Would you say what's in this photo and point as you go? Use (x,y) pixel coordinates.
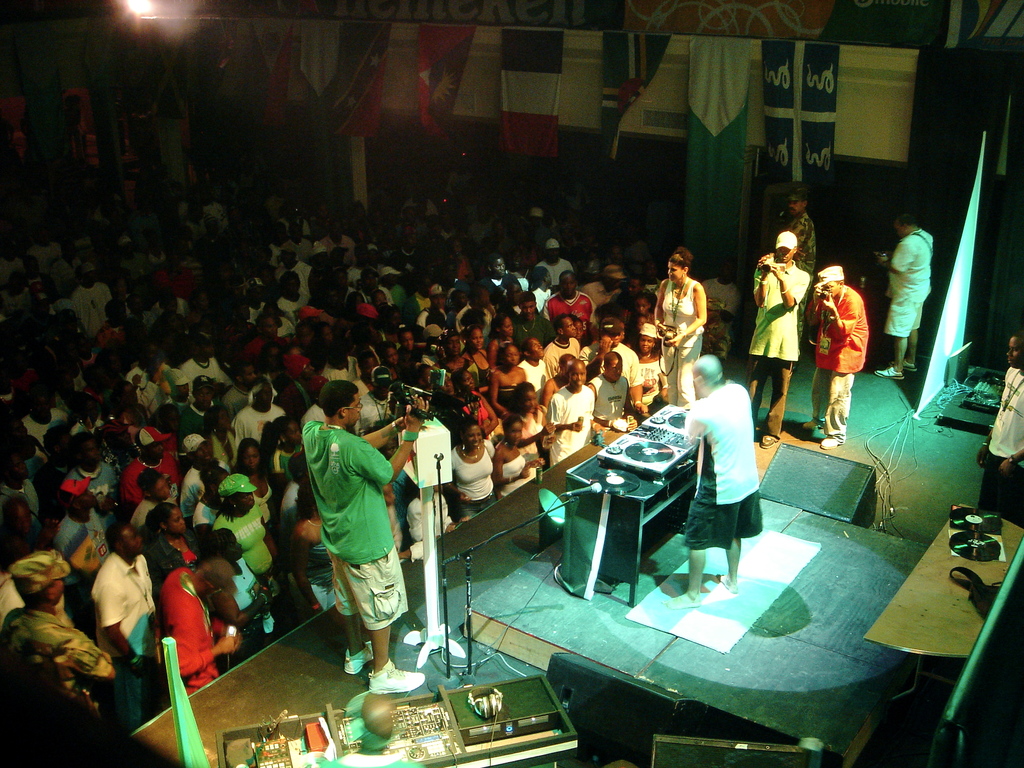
There are many people (383,390) in this room (437,335). Here on the stage (525,540), a person (708,469) is playing DJ, around him people (839,317) are taking his video and photographs. On the wall (682,111) we can see flags (362,80), banner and a light (140,10).
